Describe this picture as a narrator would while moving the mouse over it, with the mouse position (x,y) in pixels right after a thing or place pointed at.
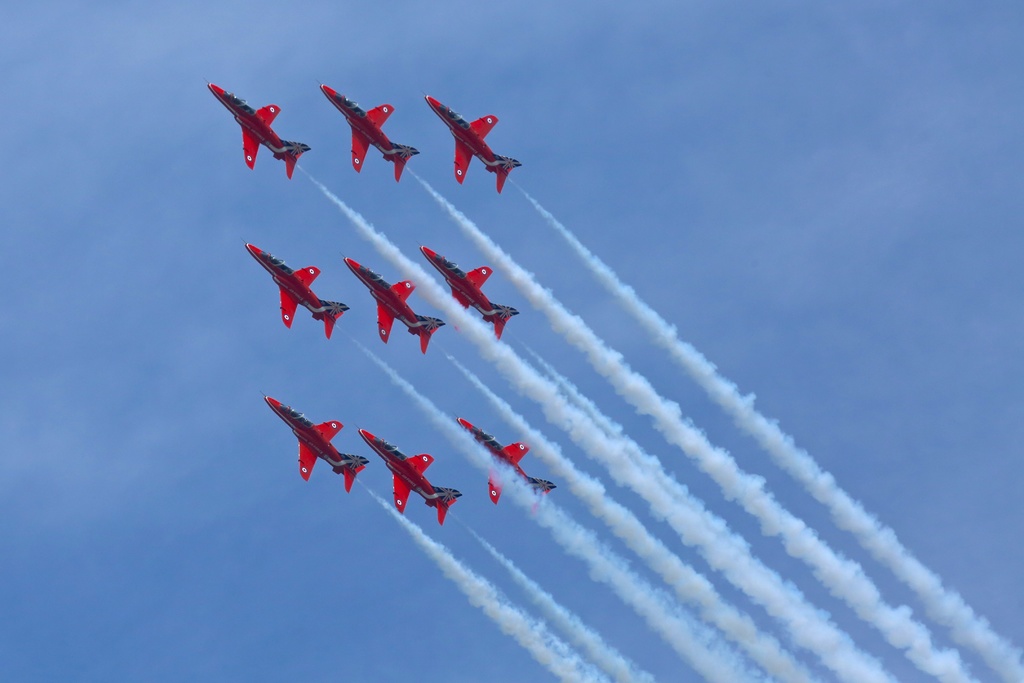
In this image we can see an air show. Nine aircrafts (487,163) are there. At the top (482,207) there is the sky (478,631).
